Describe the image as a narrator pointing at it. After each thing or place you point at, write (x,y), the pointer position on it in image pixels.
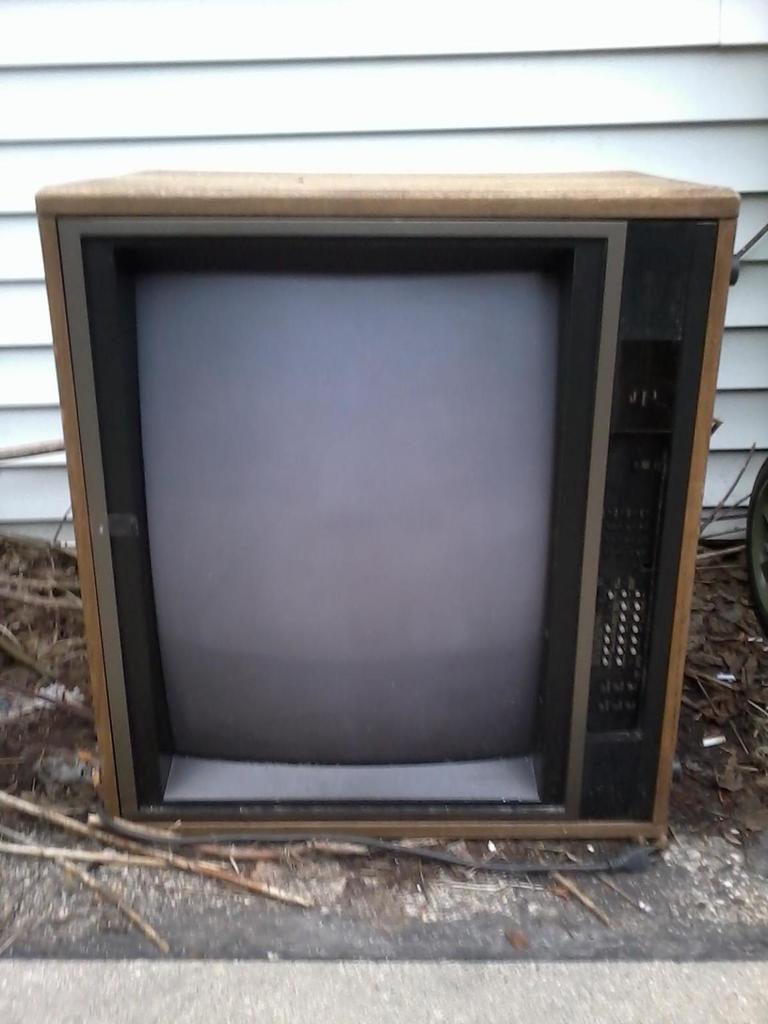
In this image I can see a television (421,344) and few sticks (61,598) on the ground (449,875). I can also see white colour thing (515,105) in the background (719,32).
